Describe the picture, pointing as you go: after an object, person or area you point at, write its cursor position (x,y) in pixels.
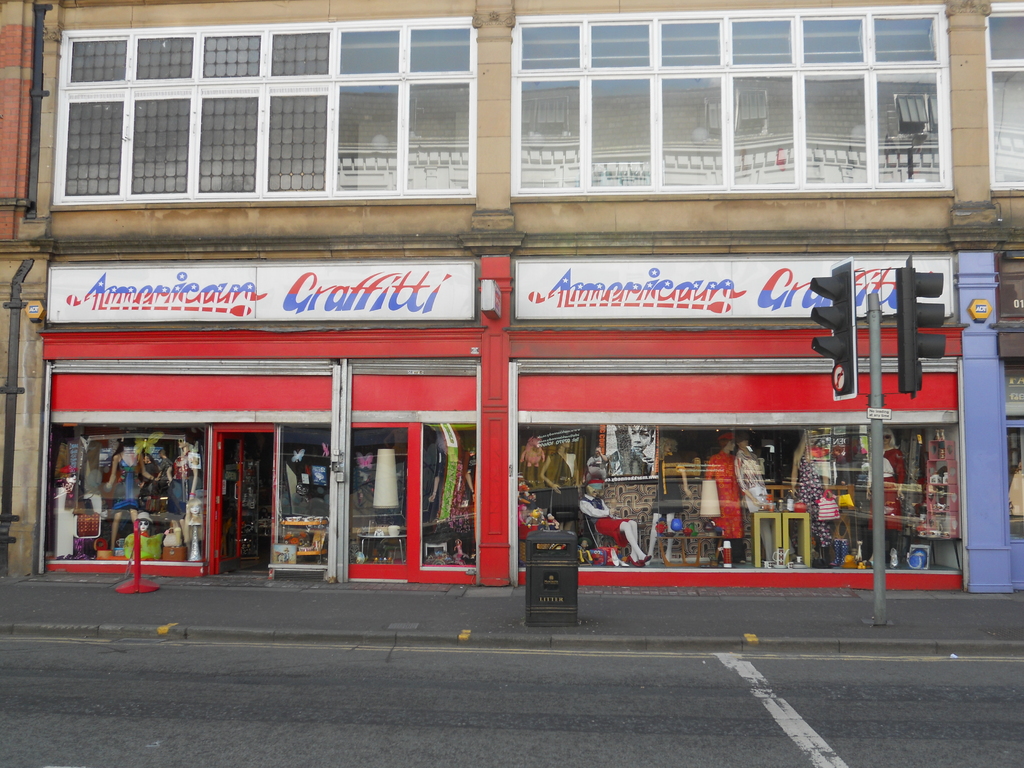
In this picture we can see a building (802,570), boards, mannequins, glasses (363,460), bin (573,591), pole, and traffic signals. There is a road (425,728).
